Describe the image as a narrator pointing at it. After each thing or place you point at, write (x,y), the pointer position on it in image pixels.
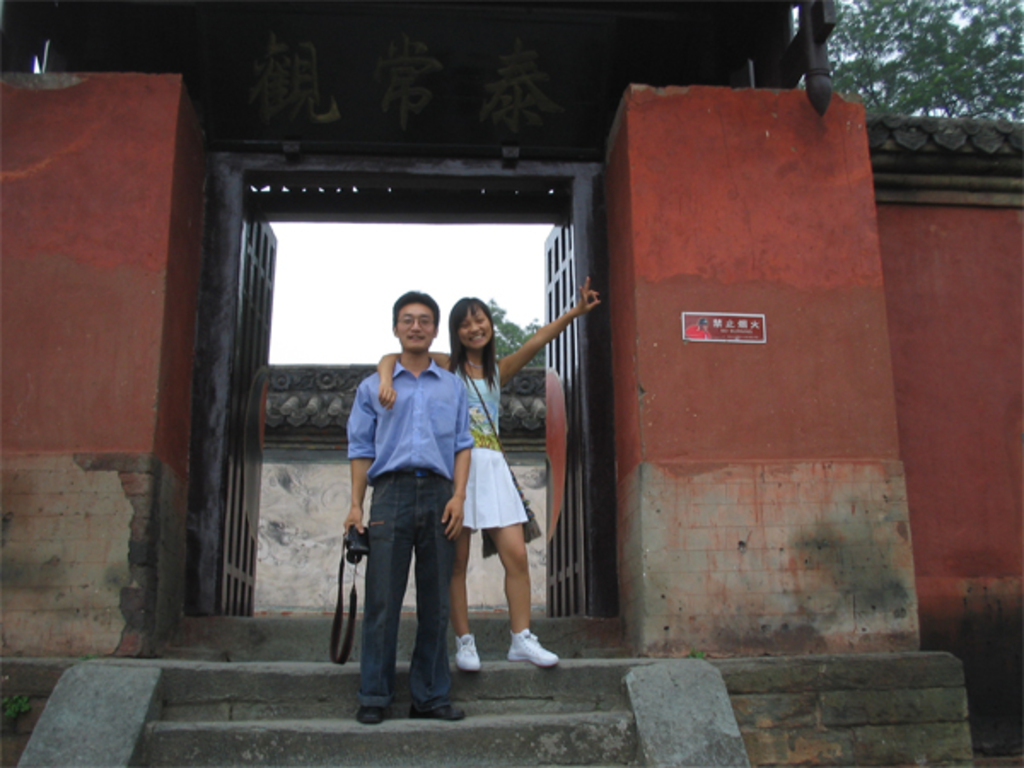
In this image we can see one man (428,420) and woman (478,400) are standing on the stairs (373,725). The man (427,442) is wearing blue color shirt (426,444), pant (389,520) and holding the camera (352,537) in his hand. And the woman (482,472) is wearing white color dress (491,473) and carrying bag (527,531). We can see wall (780,319), board (742,325), door (564,291), sky (449,294) and tree (952,82) in the background (918,74).
